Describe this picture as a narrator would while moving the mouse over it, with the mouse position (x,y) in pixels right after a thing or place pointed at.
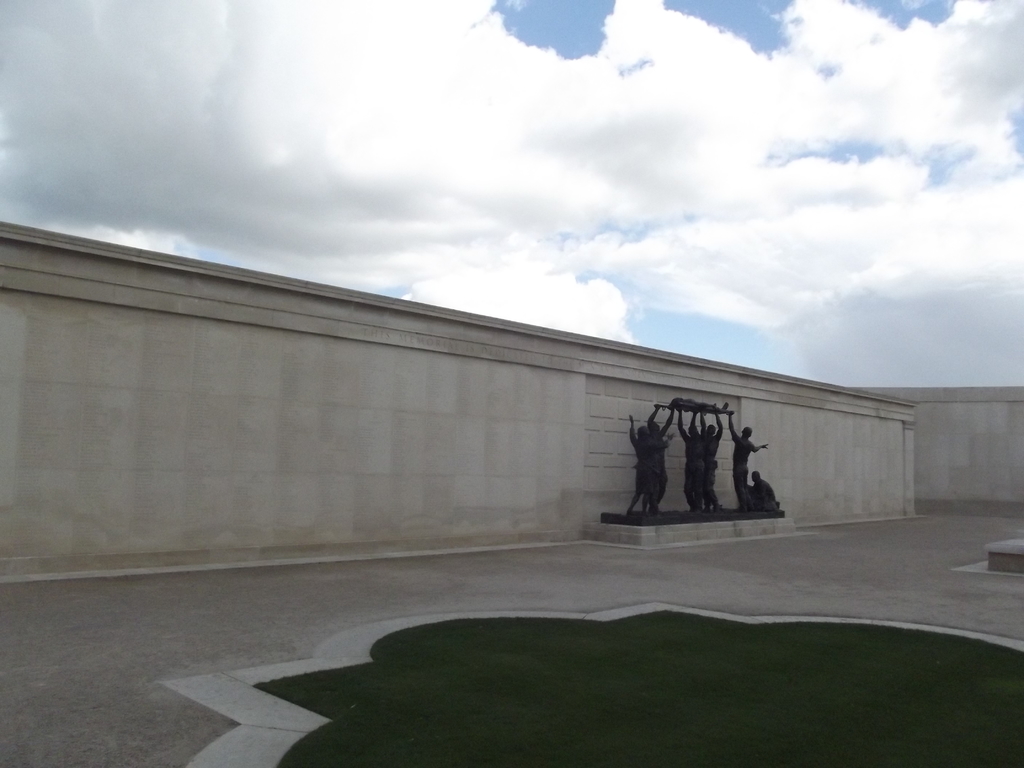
In this image we can see some statues (715,471) beside a wall (528,456). We can also see some grass (670,701) on the ground (649,694) and the sky (754,259) which looks cloudy.
